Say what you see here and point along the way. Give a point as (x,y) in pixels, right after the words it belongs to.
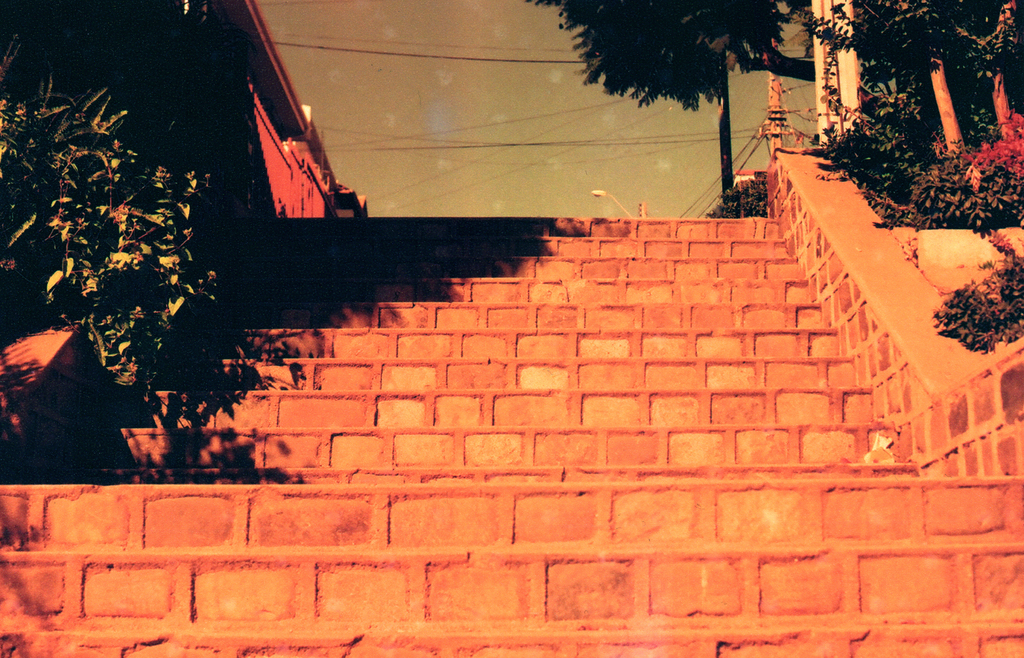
In this picture we can see the plants (861,184). In the background (260,191) we can see the building (313,194), poles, street lights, electric wires (751,137) and trees (877,107). At the top (400,34) there is a sky (368,16).
